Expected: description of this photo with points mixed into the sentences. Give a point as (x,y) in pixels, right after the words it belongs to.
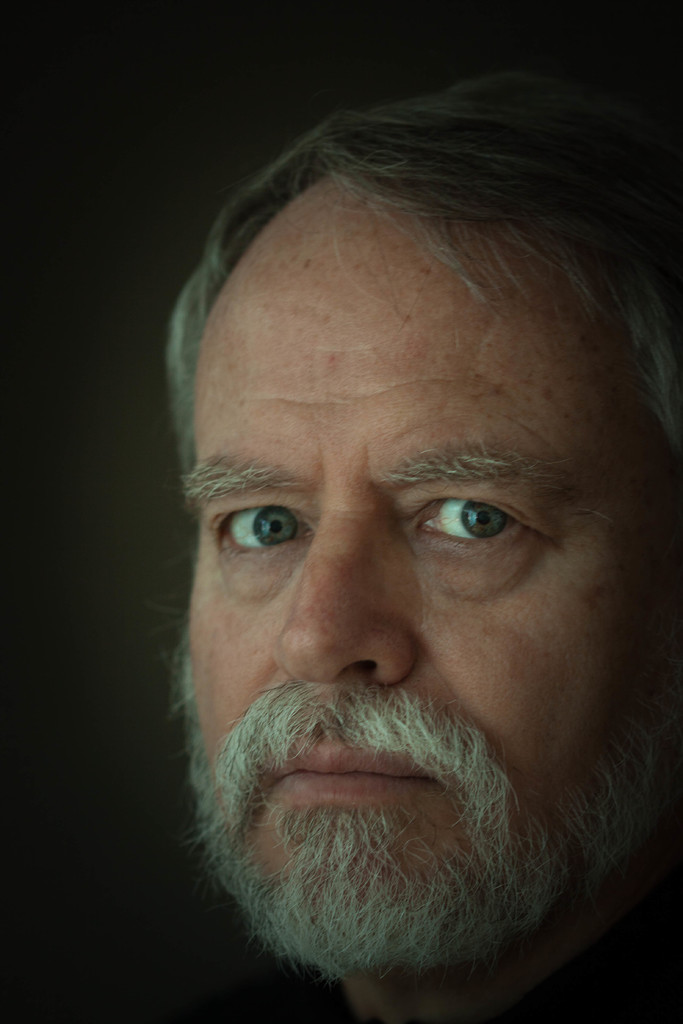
In this image we can see a person (371,948) and in the background (245,178) the image is dark.
